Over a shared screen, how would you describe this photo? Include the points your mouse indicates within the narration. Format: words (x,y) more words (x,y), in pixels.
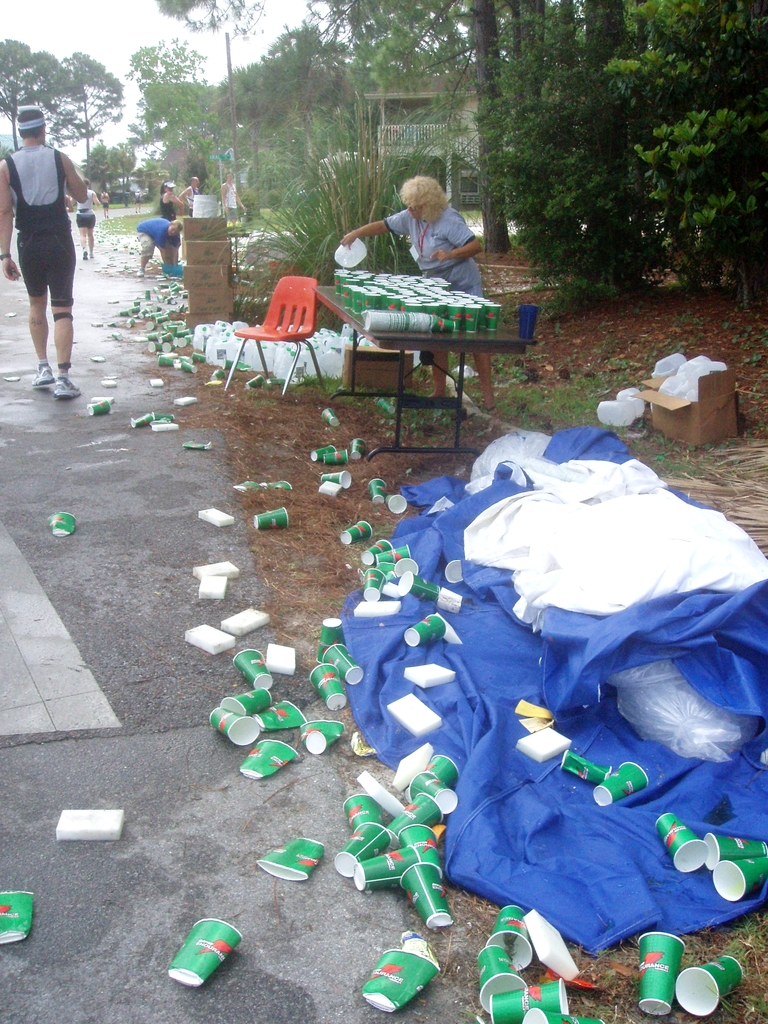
there are papers (244,695) glasses (255,695) fallen on the road (96,350). a person (30,258) is walking at the left (27,195). at the right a person (456,246) is standing and pouring in the glasses (395,315) which are present on the table (384,344). on front of it there is a red chair (288,316). at the right (522,819) front there is a blue and white cloth (619,597) and polythene covers (621,701). at the back (168,205) there are other people (147,223). in the back (217,190) there are trees (498,98).
